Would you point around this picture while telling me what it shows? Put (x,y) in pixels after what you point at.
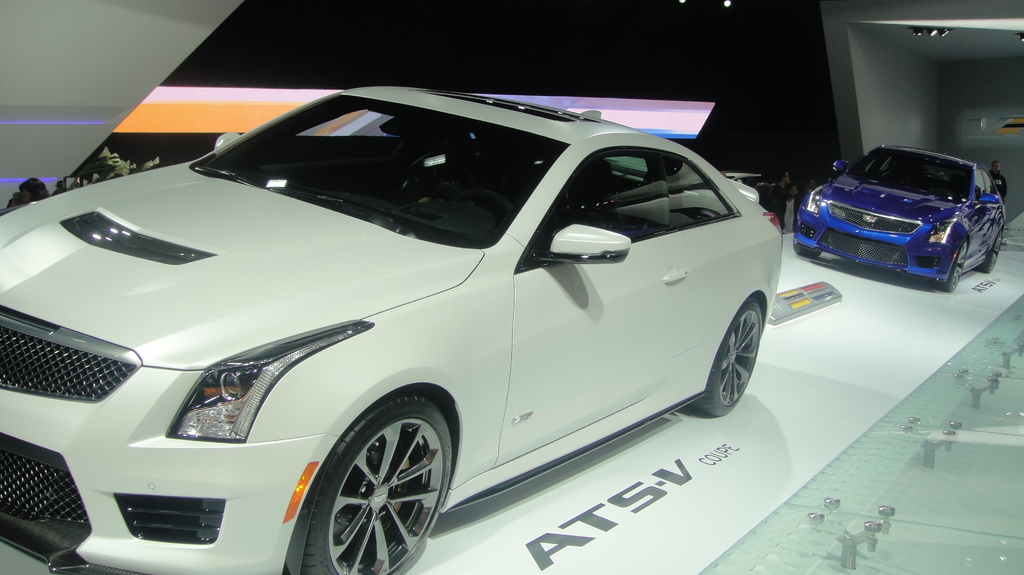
In this image we can see a few people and vehicles (493,269) on the floor (603,525), on the roof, we can see some lights (724,4) and there is a plant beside the vehicles (283,271).
